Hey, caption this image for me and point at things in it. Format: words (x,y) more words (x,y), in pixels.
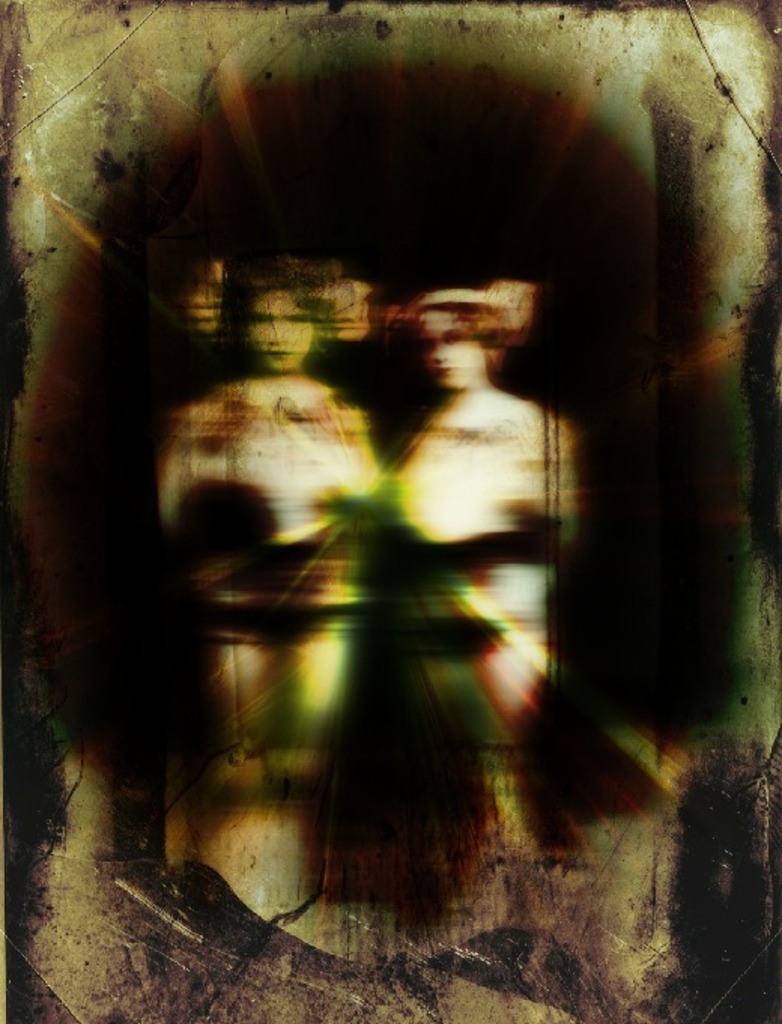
In this image we can see a photo frame (418,175) with two persons (431,453).
